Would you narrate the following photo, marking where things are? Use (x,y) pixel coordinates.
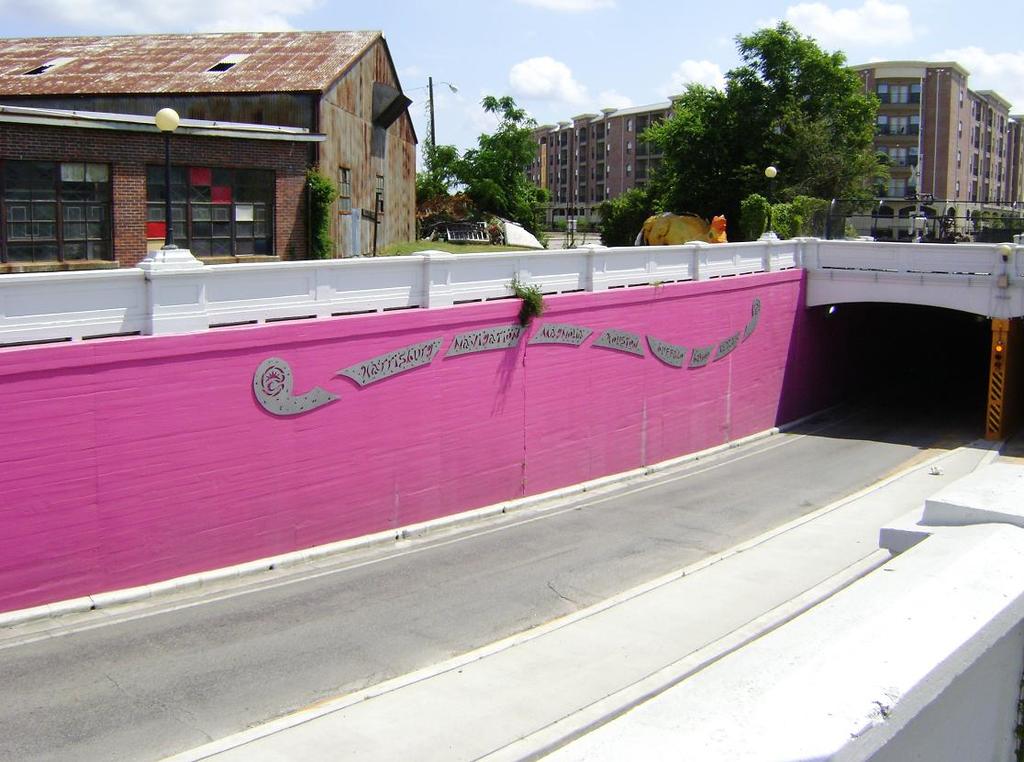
In this picture there are buildings (948,120) and trees (866,129) and poles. In the foreground (366,489) and there it looks like a text (551,339) on the wall (359,498) and there is a plant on the wall (496,316). At the top (526,62) there is sky (576,62) and there are clouds (555,74). At the bottom (466,539) there is a road (220,691). In the foreground (516,511) there it looks like subway (868,398).
